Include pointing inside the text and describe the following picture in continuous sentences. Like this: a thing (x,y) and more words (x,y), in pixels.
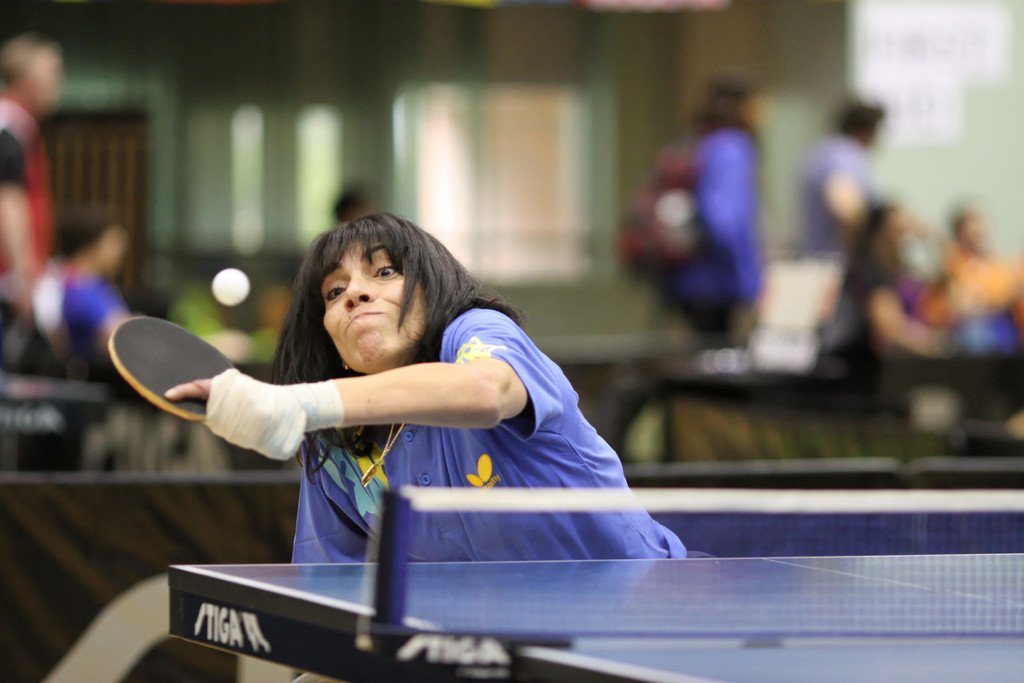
In this image i can see a woman (444,439) is holding a bat (163,373) in her hand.
